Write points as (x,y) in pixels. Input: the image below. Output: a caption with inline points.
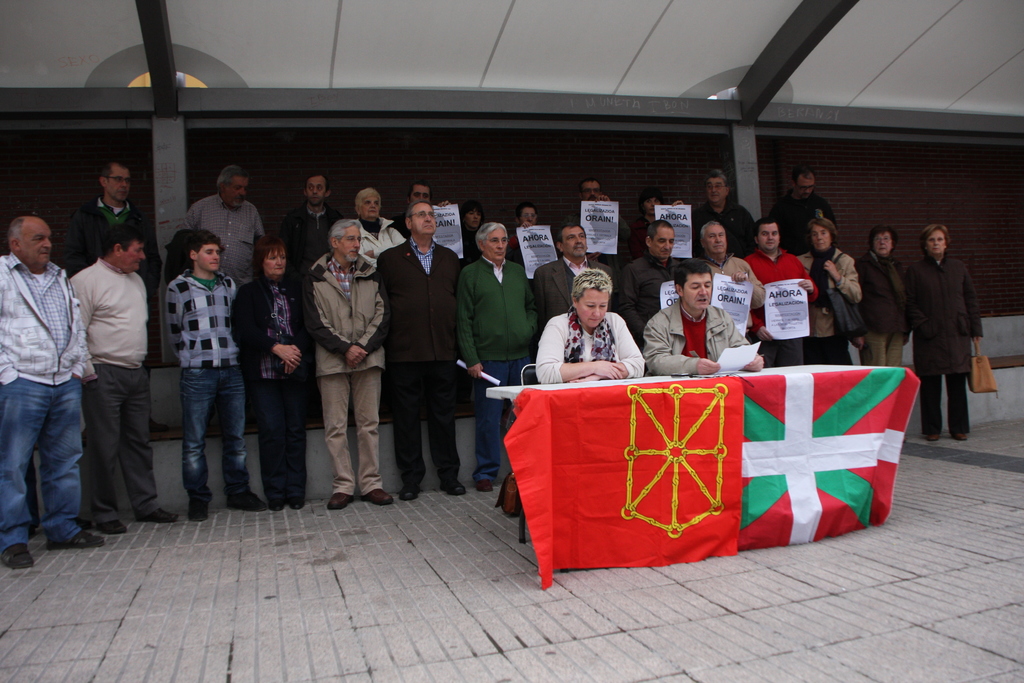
In this image there is a table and we can see two people (686,343) sitting. The man (694,366) sitting on the right (716,364) is holding a paper (732,361). There is a flag (671,472). In the background (81,457) we can see people (340,352) standing and holding boards (668,304) and there is a wall (496,153).
